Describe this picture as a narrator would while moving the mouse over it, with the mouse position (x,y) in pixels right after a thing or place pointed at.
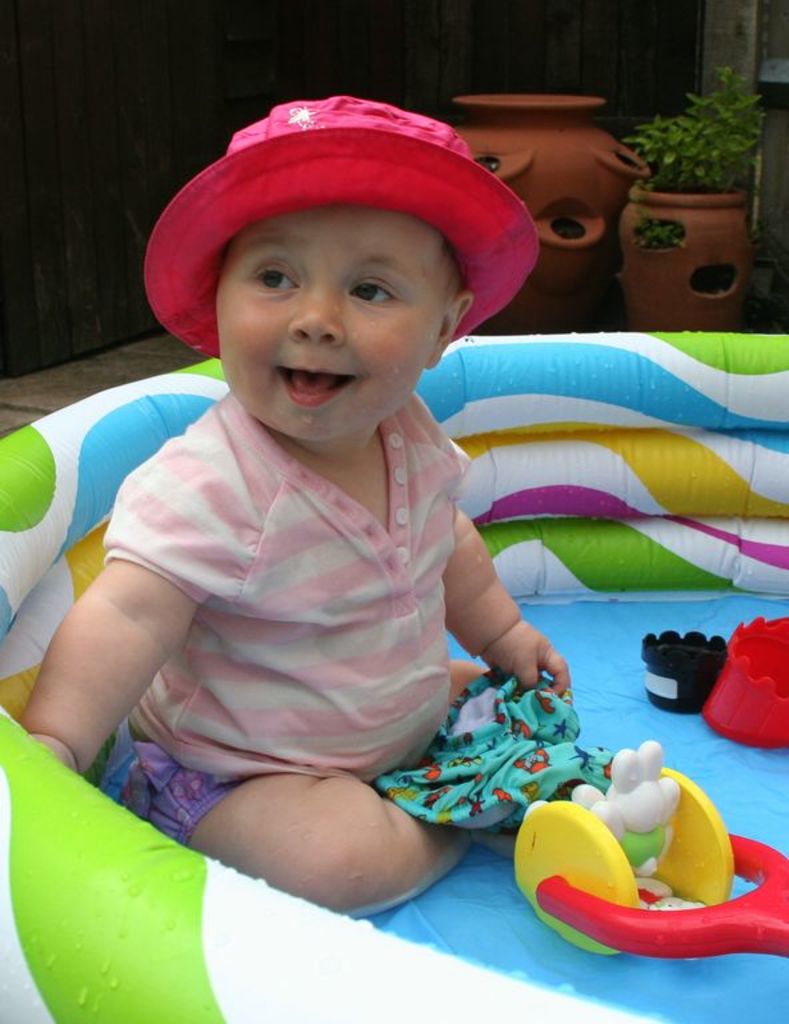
In this image I can see a baby (323,578) is sitting in a object (378,1023). The baby (320,256) is wearing a hat (337,148) and holding some object (500,754). Here I can see toys (711,695). In the background (657,160) I can see pots (554,174) and other objects (601,114).
